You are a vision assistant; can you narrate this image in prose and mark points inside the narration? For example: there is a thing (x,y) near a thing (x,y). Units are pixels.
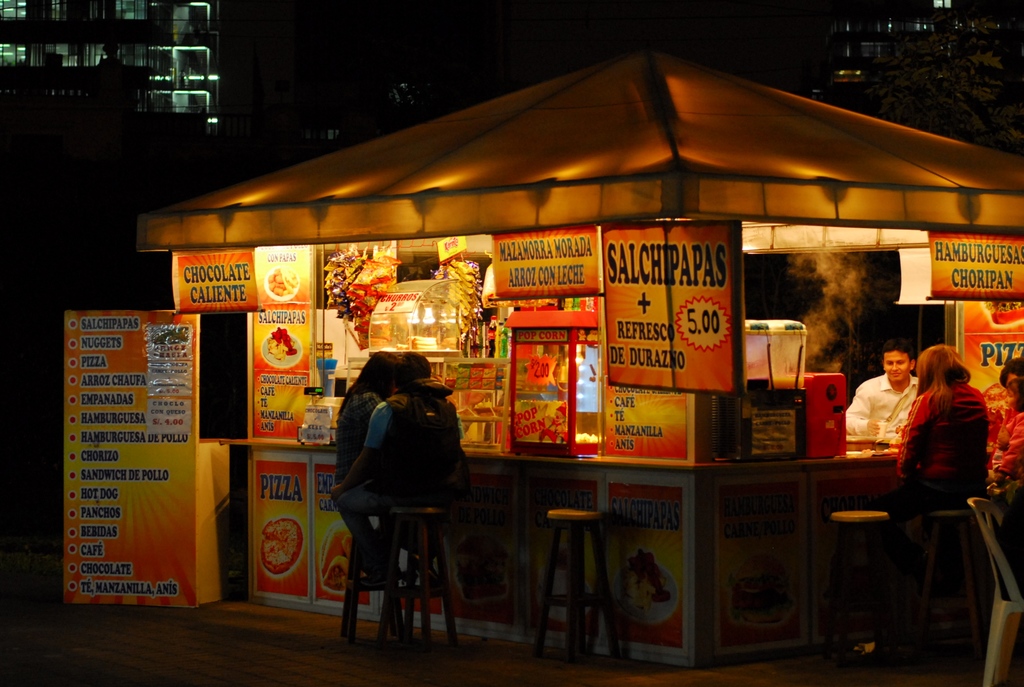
In this image there is a food court (354,246), in that food court (726,466) few people (936,451) are eating food items (889,450).
